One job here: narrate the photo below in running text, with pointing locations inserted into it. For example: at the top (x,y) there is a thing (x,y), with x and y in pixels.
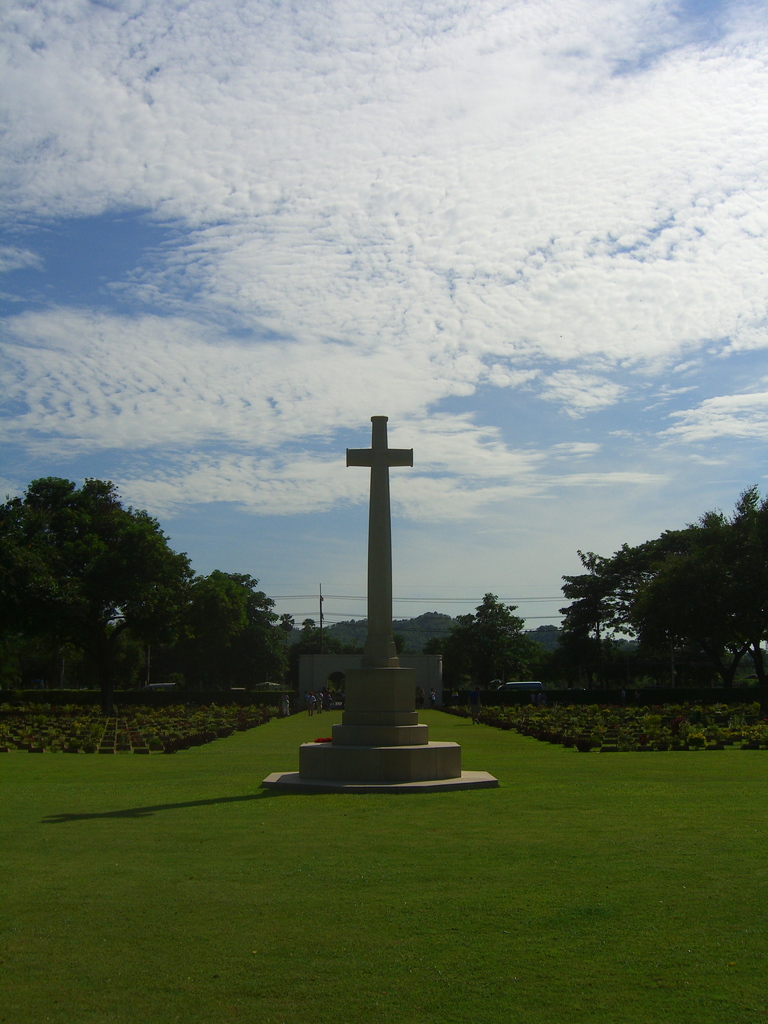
In the center of the image (346,681) there is a cross (308,753) on the grass (567,853). In The background (669,639) we can see trees (419,634), plants (647,725), sky (492,541) and clouds (374,232). At the bottom (446,985) there is grass (324,951).
